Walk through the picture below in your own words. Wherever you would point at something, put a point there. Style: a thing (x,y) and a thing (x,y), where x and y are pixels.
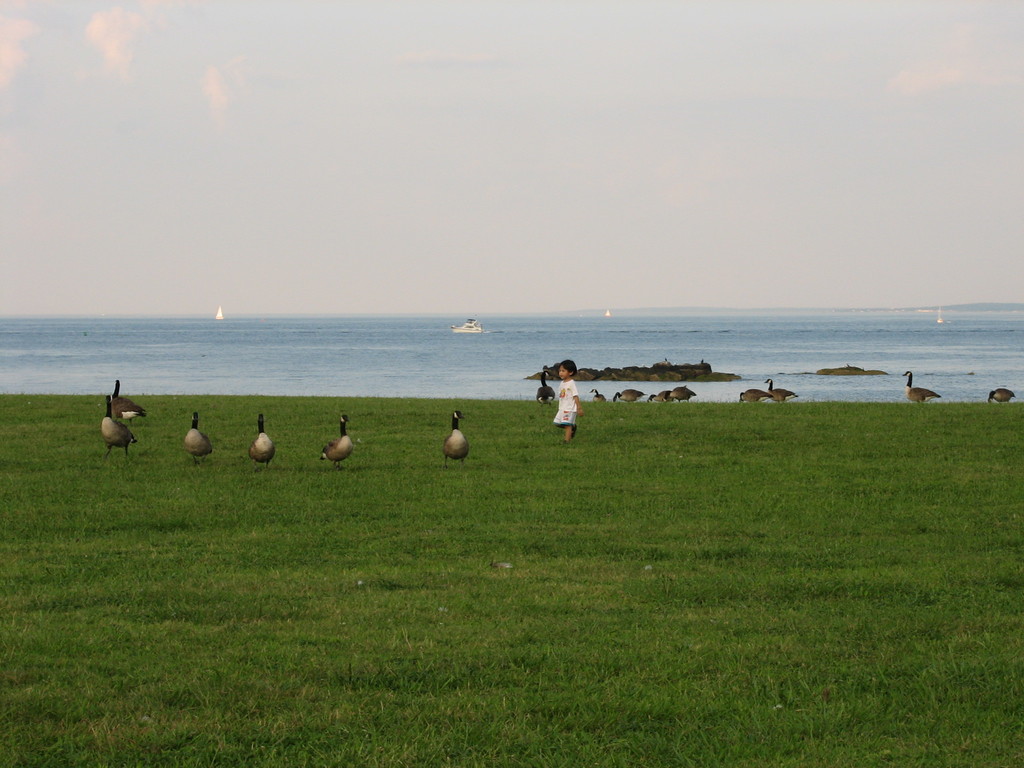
In this image at front (348,711) there is a grass (446,630) on the surface (391,566) and we can see ducks (466,451) and an child (571,436) on the surface (608,503) of the grass (620,579). At the background (406,376) there are ships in the water (410,344) and at the back side (396,189) there is sky (384,120).
